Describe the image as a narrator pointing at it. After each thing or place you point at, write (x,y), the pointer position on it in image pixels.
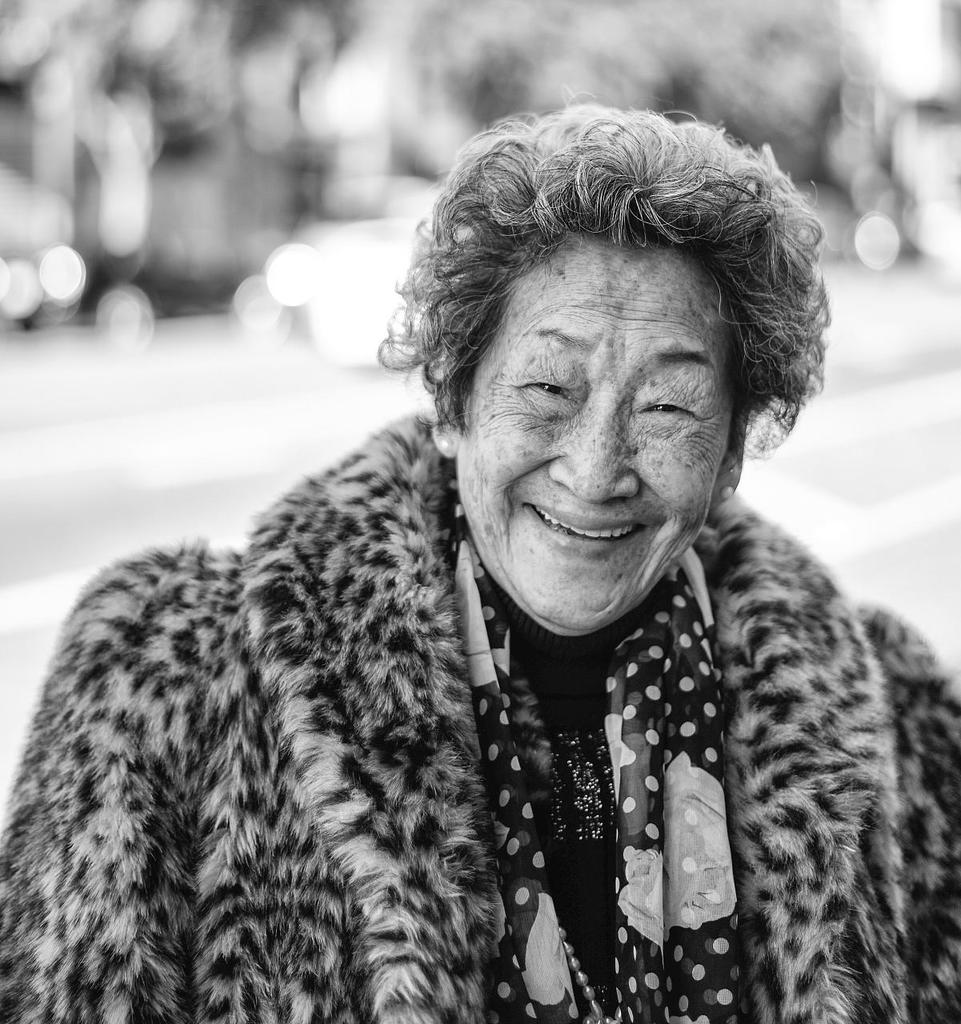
This is a black and white image, in this image there is a woman (554,783), she is wearing a sweater (388,699), in the background (314,197) it is blurred.
